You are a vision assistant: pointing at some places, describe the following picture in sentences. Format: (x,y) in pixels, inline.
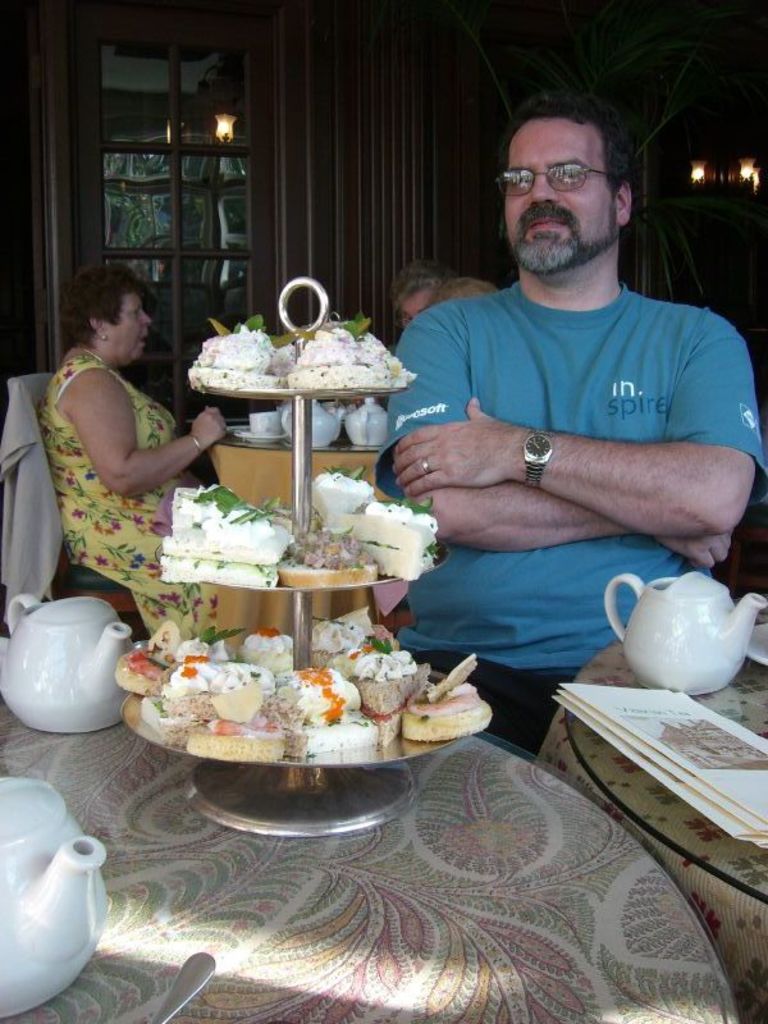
The image is taken in the restaurant (395,584). There are people (446,497) sitting around the tables (627,666). At the bottom of the image (464,863) there are tables (283,919). We can see teapots (61,619) and some foods (346,677) placed on the tables (415,910). In the background (272,264) there is a door (102,187).
